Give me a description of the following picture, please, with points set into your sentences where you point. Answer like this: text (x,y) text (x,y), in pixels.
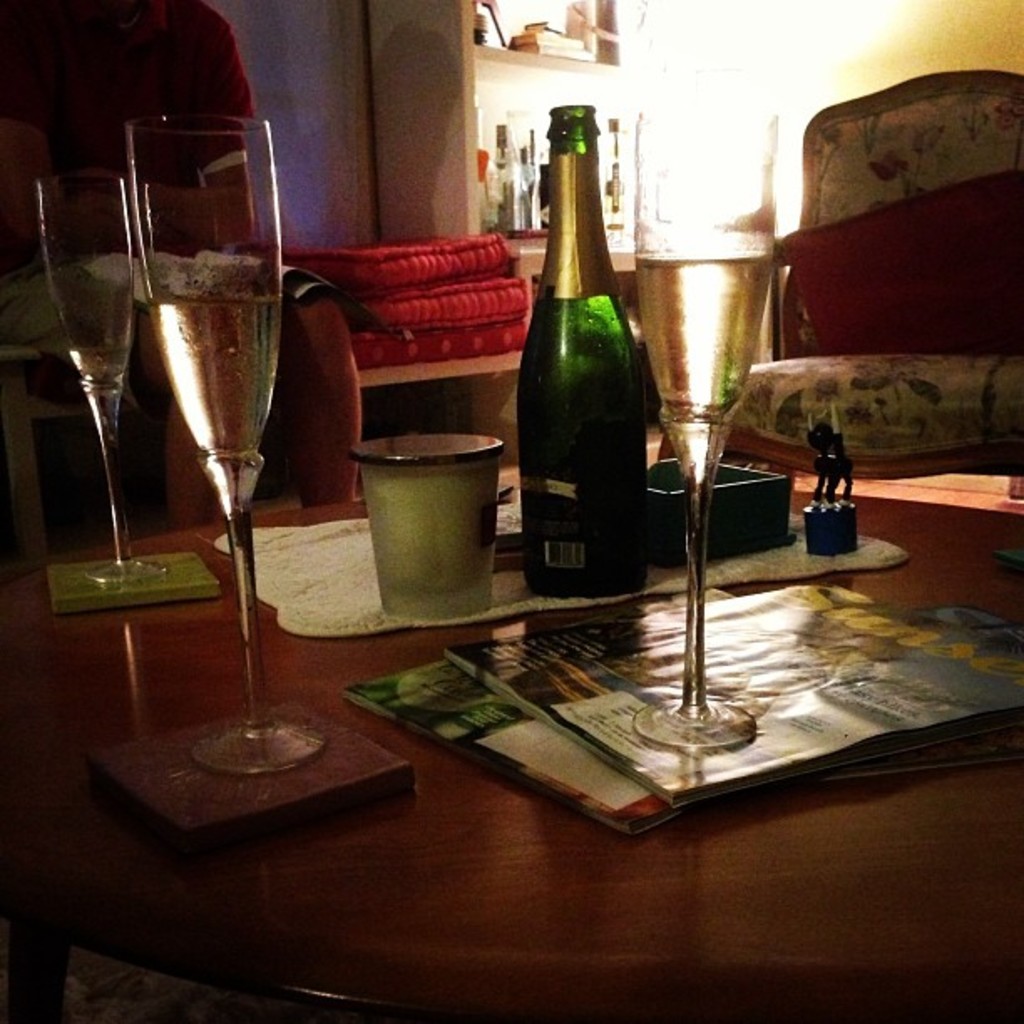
This picture is of inside the room (857,743). In the foreground (978,544) there is a table (941,568) on the top of which glasses of drink (269,331), bottle (644,464), books (630,795) and some other items (361,466) are placed. On the right (962,379) there is a chair (851,166). In the background (819,3) we can see a wall (290,40), table (469,369) and the cabinet (563,10) containing books (519,45).
